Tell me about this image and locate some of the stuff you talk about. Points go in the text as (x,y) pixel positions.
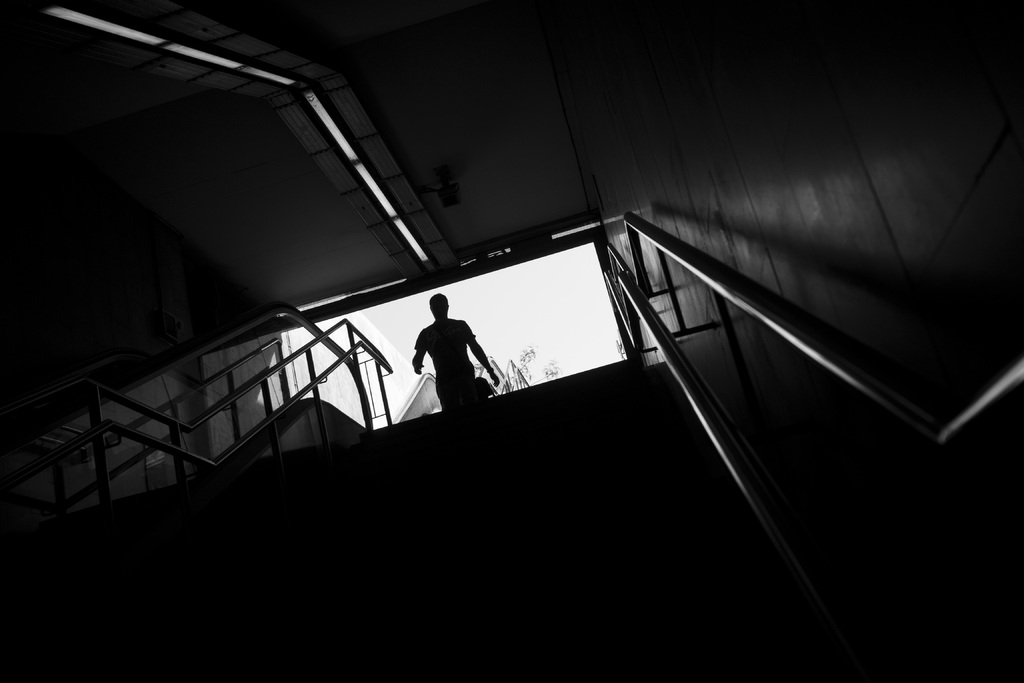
In the picture I can see a person (448,336) on a stair case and there are few rods (324,342) on either sides of him and there are few lights (243,65) attached to the roof (427,101) above him and there are some other objects (418,376) in the background (531,350).
